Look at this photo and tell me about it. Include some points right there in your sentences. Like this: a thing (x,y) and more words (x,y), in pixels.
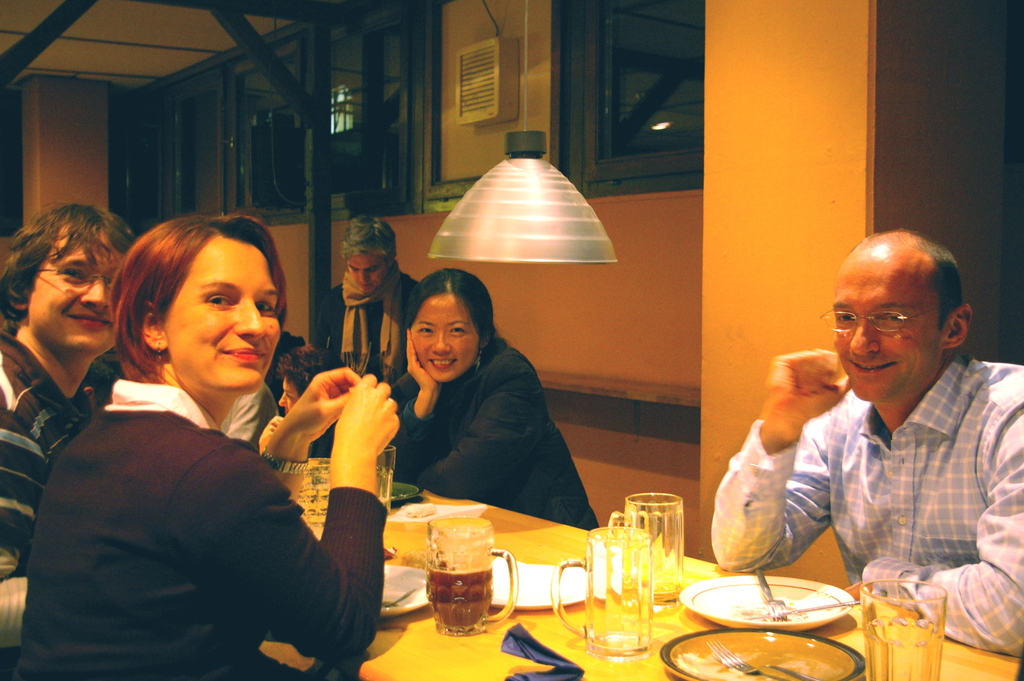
In this image i can see a group of people (122,456) who are sitting on a chair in front of a table (811,629). On the table (555,558) we have a few plates (681,597), few glasses (453,556) and other objects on it.
